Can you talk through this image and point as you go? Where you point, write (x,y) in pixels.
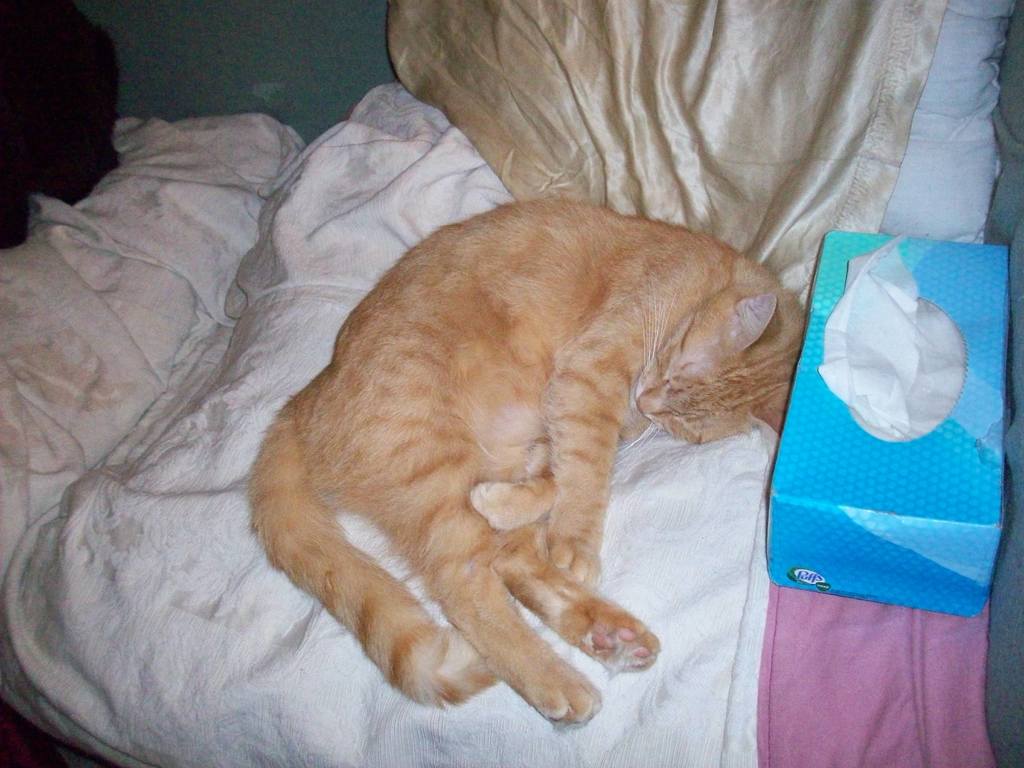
In this image I can see a white colour cloth (231,196) and on it I can see an orange colour cat (582,416). I can see a pink colour cloth (903,629), a blue colour tissue box (878,444) and few other things (709,125) over here.
